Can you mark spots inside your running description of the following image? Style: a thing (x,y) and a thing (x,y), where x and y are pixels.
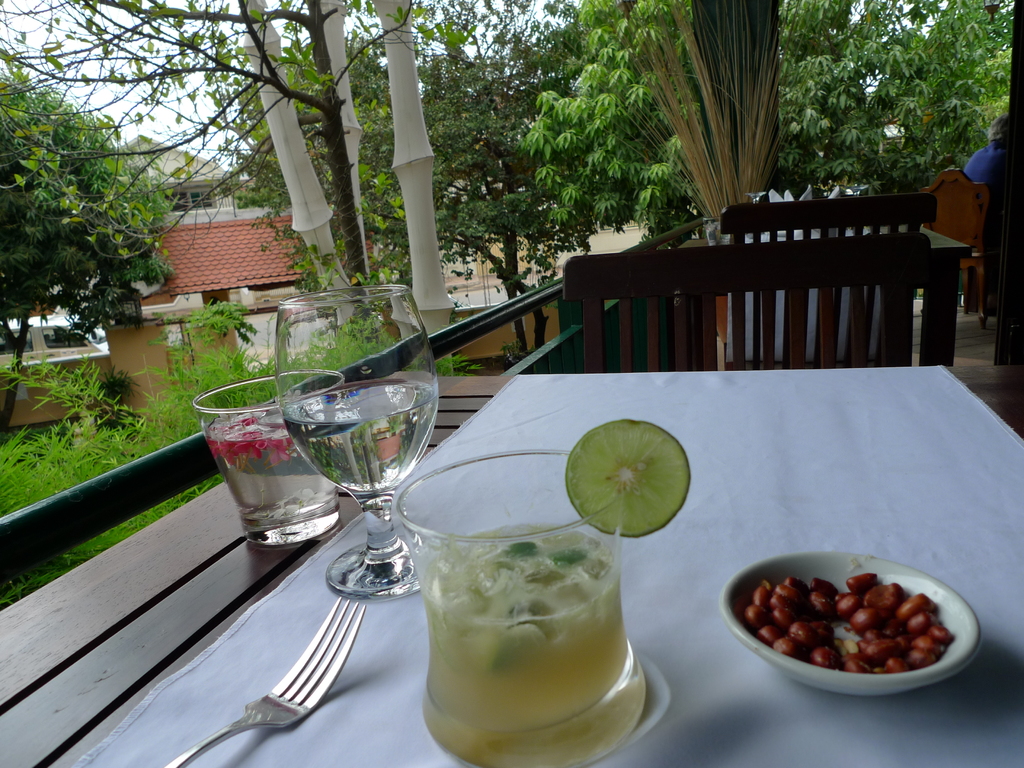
There are 3 glasses (452,515) and a bowl (837,680) with food (883,611) and fork (308,696) on a table (289,635). And beside table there is a chair (703,314). In the background (264,214) we have a house (170,182) and few trees (562,117), we can see the sky (173,118) and on the right (986,159) there is a person (990,166) sitting on the chair (981,221).
